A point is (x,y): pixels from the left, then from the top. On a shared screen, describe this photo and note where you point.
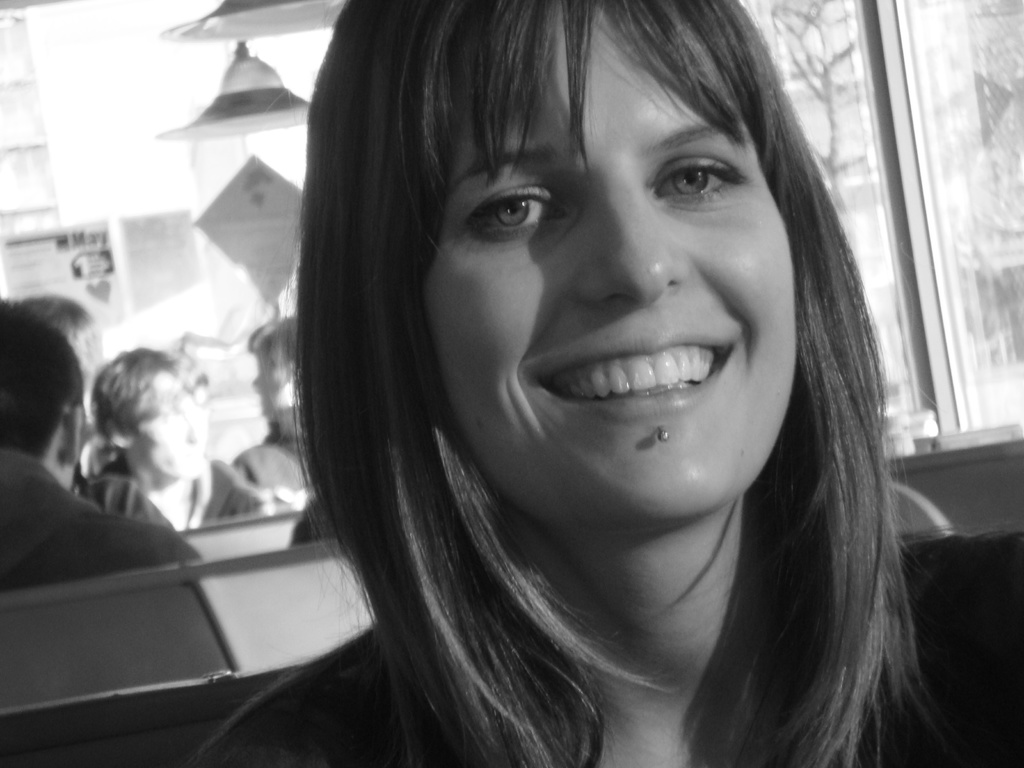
This is a black and white pic. We can see a woman (691,405) is smiling. In the background (271,454) there are few persons (153,427) sitting on the platform (252,683), posters (226,232), light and glass (209,199), through the glass (856,137) we can see tree (831,154) and objects (841,136).
